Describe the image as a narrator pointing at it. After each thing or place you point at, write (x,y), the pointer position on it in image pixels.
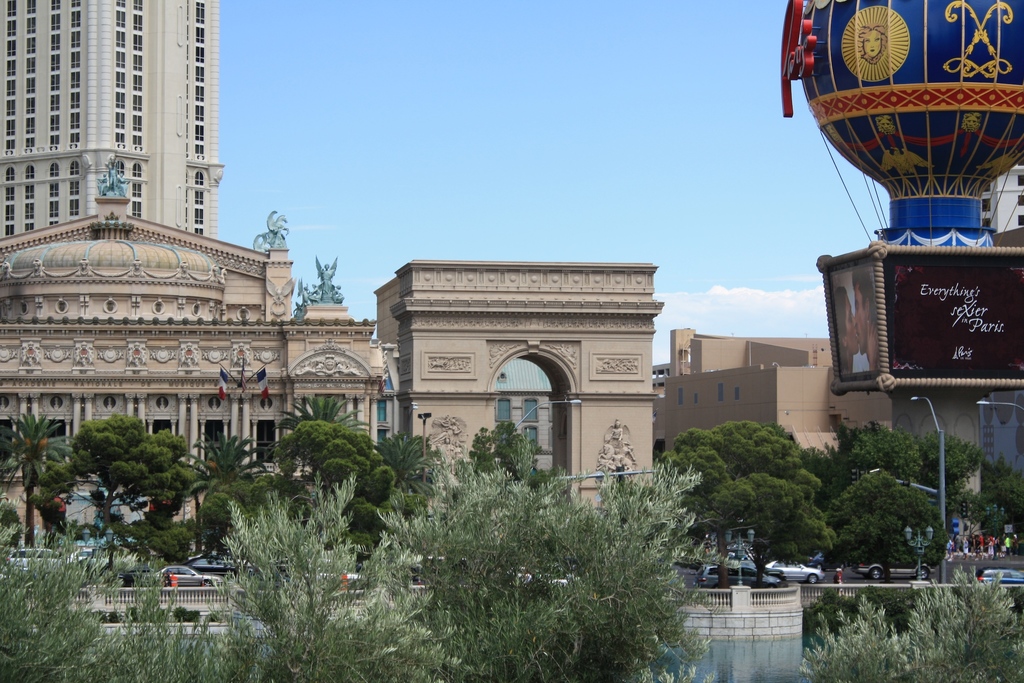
In the center of the image (410,282) there is an arch (410,313). On the left (146,304) there are buildings (196,273). At the bottom (118,531) there are trees (843,507), poles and cars (859,565). We can see a fence (741,609). At the top (496,144) there is sky (496,144).
